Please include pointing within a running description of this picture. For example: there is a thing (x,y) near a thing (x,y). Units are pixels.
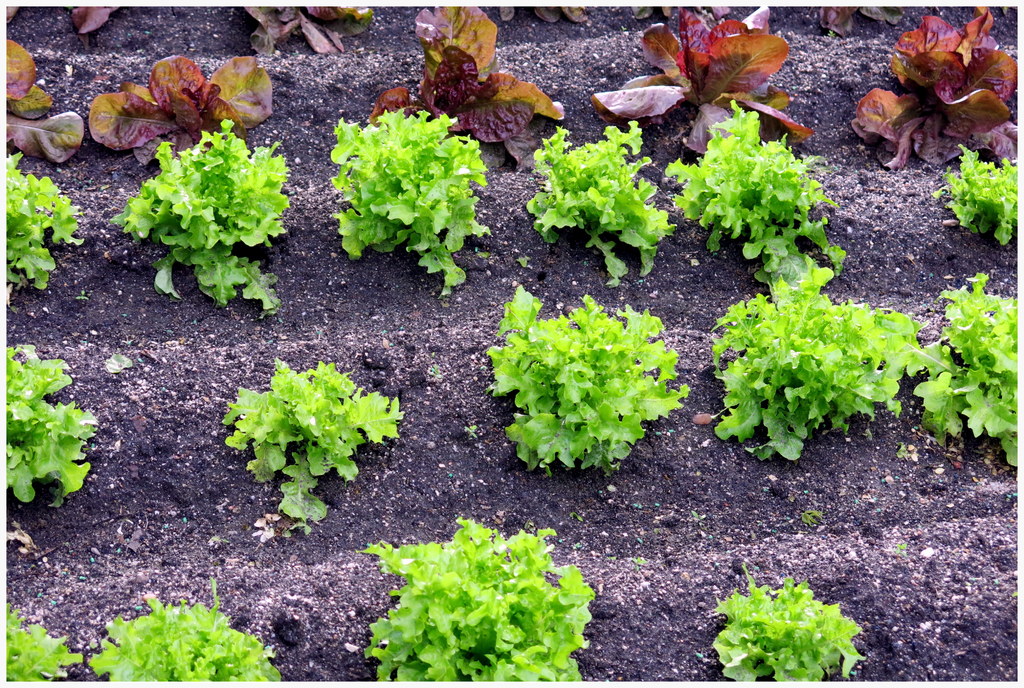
In this image we can see many plants (550,362). There is a black soil (471,323) in the image.
